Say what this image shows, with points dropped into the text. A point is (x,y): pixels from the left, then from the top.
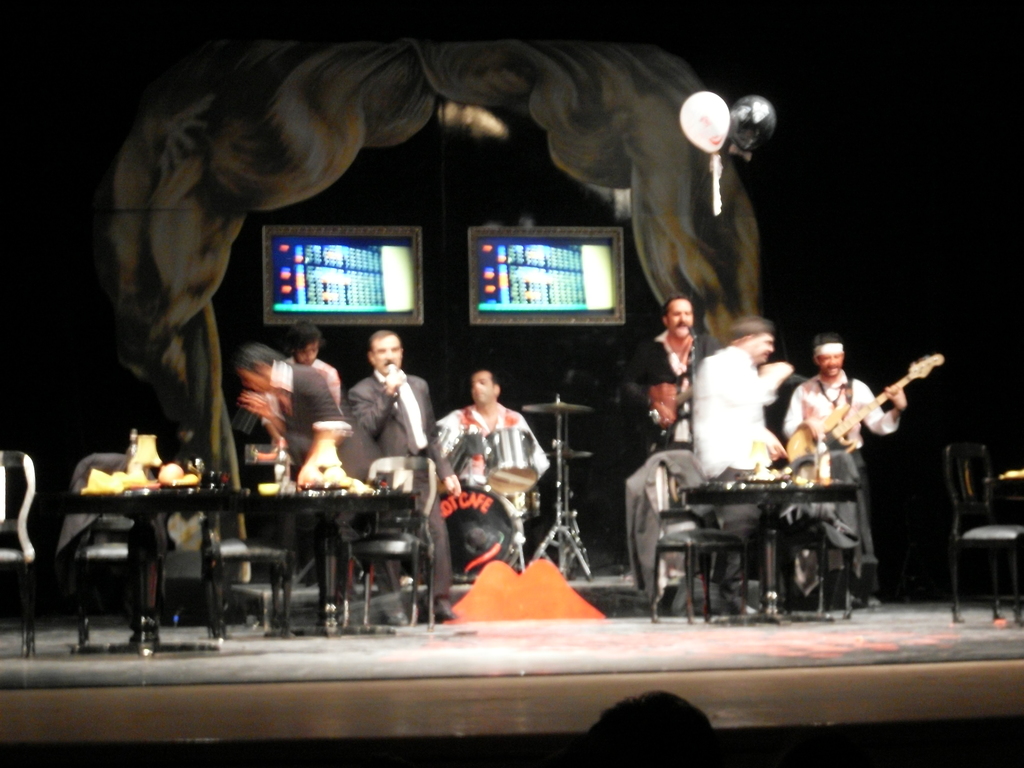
In this image i can see few performers (865,406) performing on a stage (599,600) few of them are playing musical instruments (465,437) and one of them is holding mic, and in the background (392,315) i can see screens (607,313) and a balloon (694,144).
